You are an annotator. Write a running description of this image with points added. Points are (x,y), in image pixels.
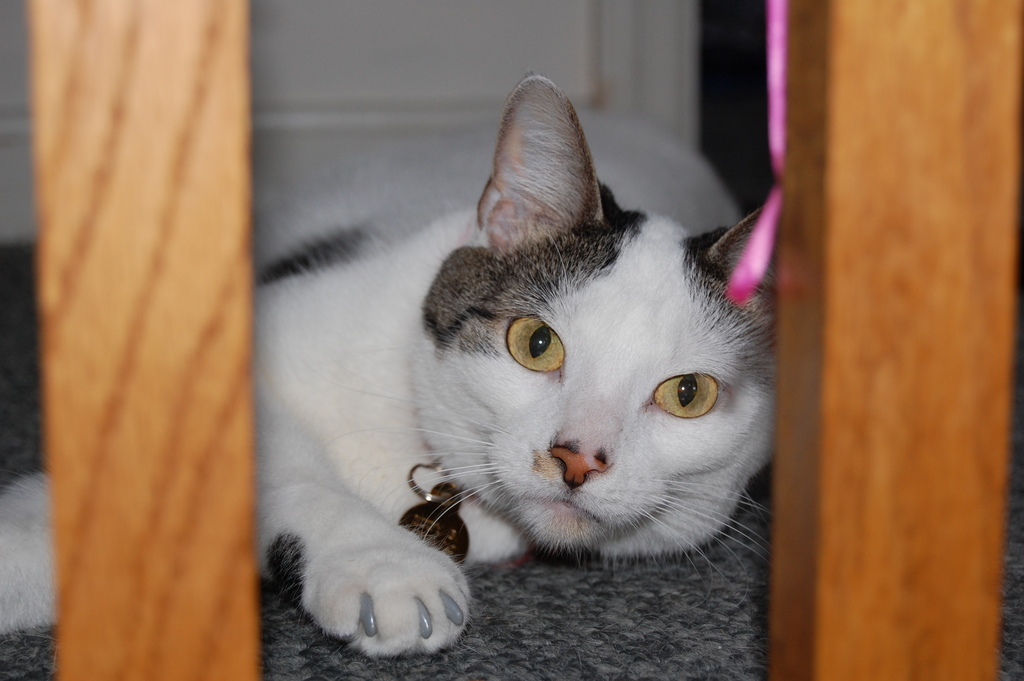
In this picture, there is a cat (492,460) lying on the mat (565,592). It is in white and black in color. Towards the left (148,247) and right, there are wooden poles (868,389).
